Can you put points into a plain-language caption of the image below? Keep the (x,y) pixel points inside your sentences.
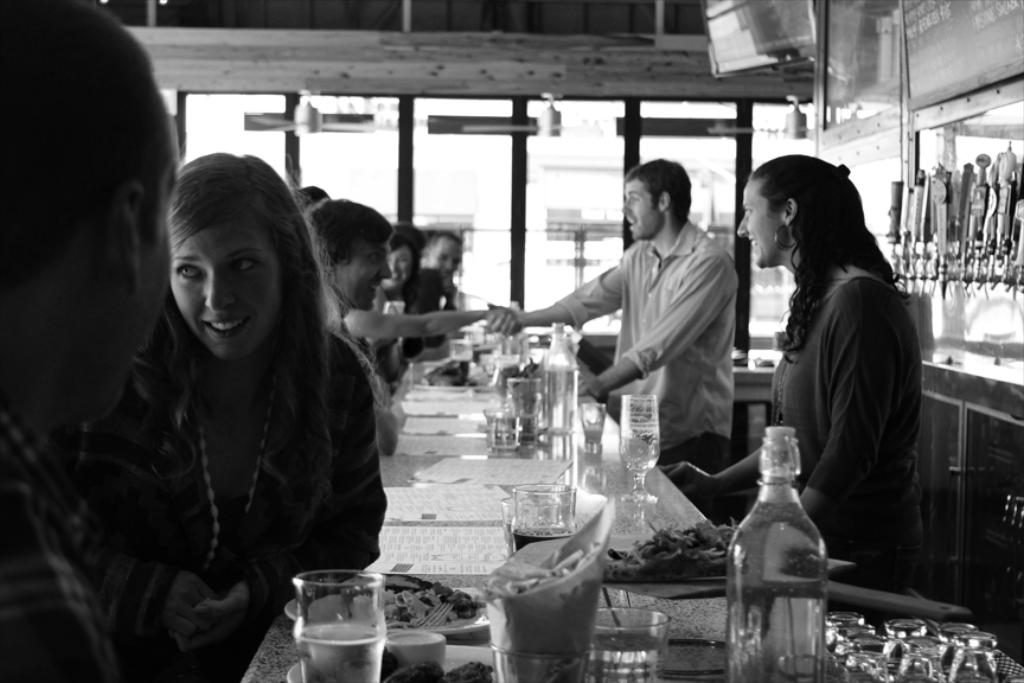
In the picture there are woman (310,385) on the left side (228,451) and there are two persons (645,350) on right side (834,458) in front there is table (529,414) with glass bottles (557,415) and food (511,573) on it, this seems to be in a restaurant (508,342).
